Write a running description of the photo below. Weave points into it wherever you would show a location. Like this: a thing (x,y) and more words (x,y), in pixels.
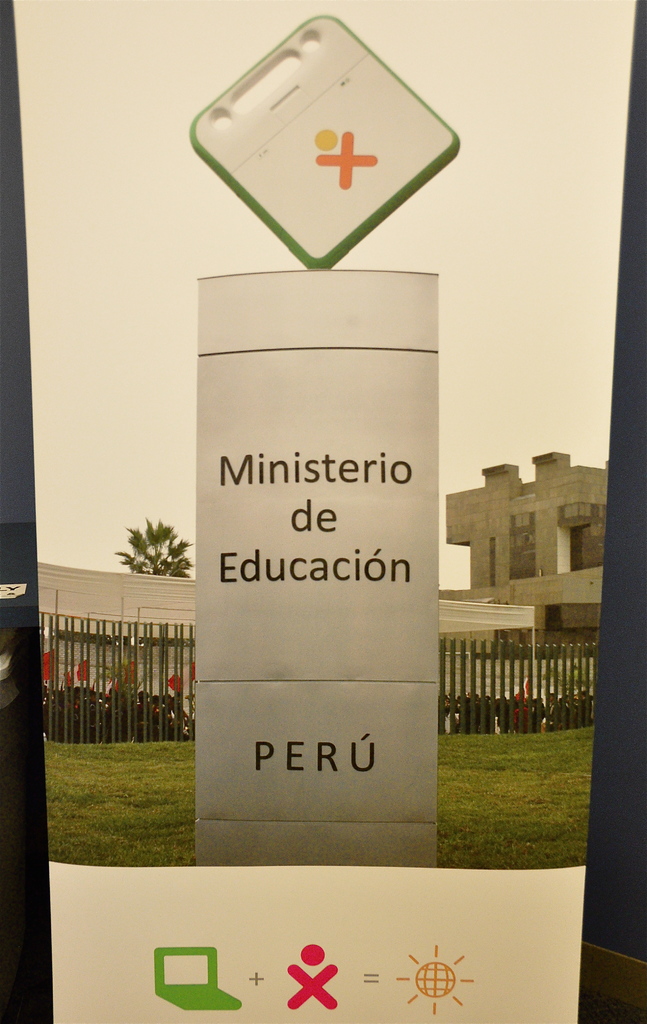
In this image there is a building (521,560), in front of building (550,507) there are people (535,699), fence (532,690), at the top (135,206) there is the sky (210,194) and tree (169,532) visible in the middle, in the foreground (371,420) there might be a board (357,494), on which there is a text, symbols (288,974) visible at the bottom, at the top of the board (356,297) there is small board (375,131) visible there is a symbol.
